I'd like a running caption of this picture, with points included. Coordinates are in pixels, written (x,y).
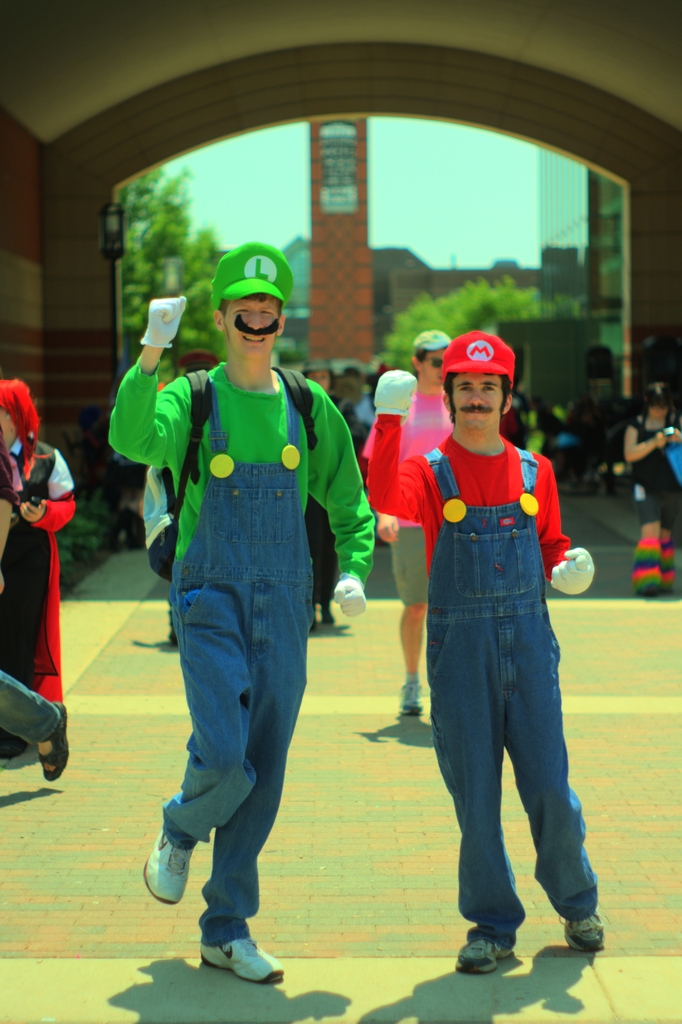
In this image in the front (315,411) there are persons (232,562) standing and smiling. In the background (142,167) there is an arch (99,290) and there are trees (420,310) and there are persons (432,400) and buildings (586,226).
